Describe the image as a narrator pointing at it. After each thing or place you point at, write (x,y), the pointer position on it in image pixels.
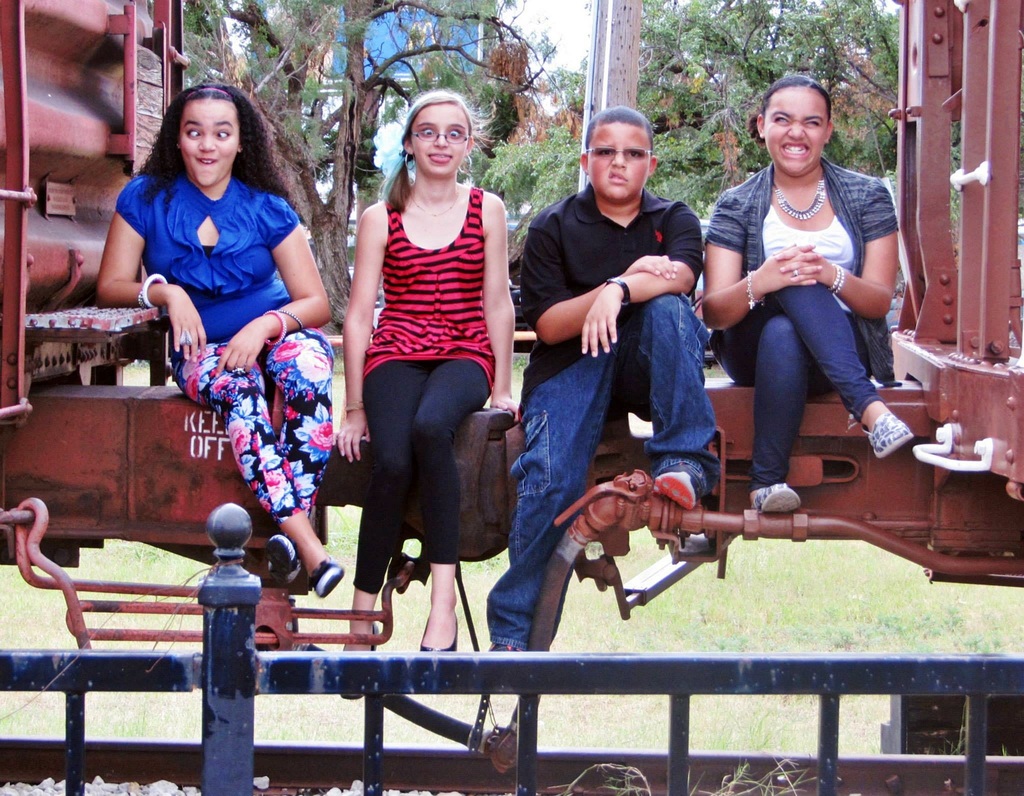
In this image I can see the four people (548,212) sitting on the parts (345,465) of the train (505,495). These people (581,338) are wearing the different color dresses (473,262) and two people (430,149) with the specs (451,134). In-front of these people (549,496) there is a railing (511,678). In the background (505,66) there are many trees (479,109) and the sky (577,16).
